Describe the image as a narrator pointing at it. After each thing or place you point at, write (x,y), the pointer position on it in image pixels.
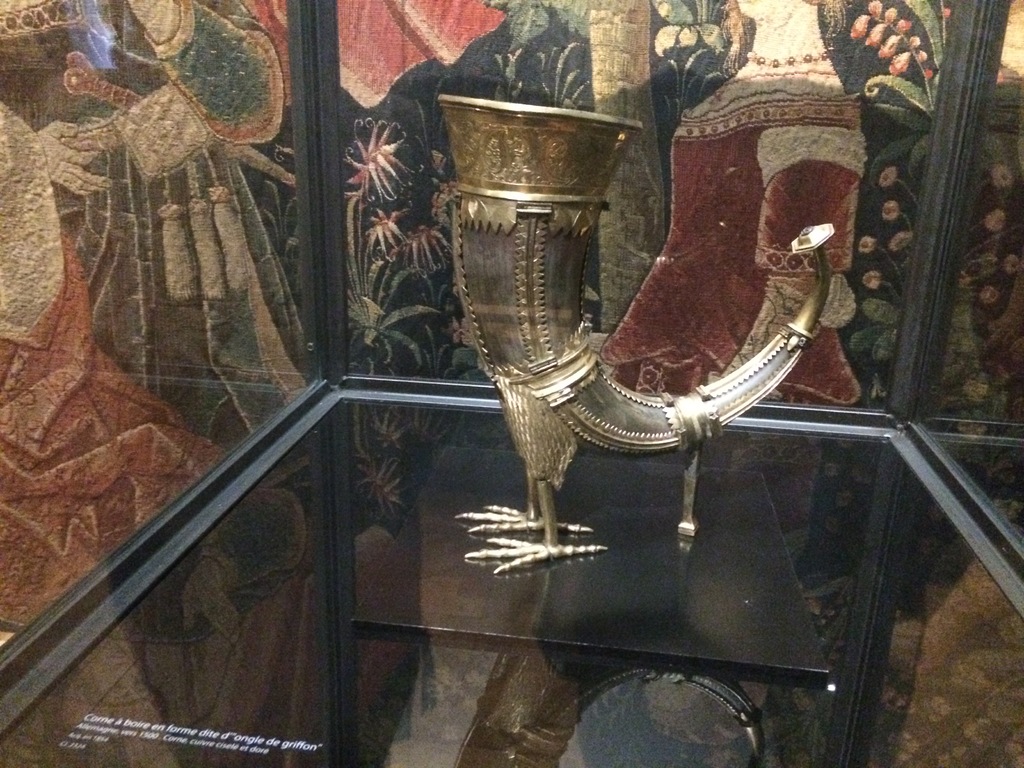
In this image we can see a object (541,380) placed in a glass (238,455). In the background (535,56) there is a wall (459,60).
